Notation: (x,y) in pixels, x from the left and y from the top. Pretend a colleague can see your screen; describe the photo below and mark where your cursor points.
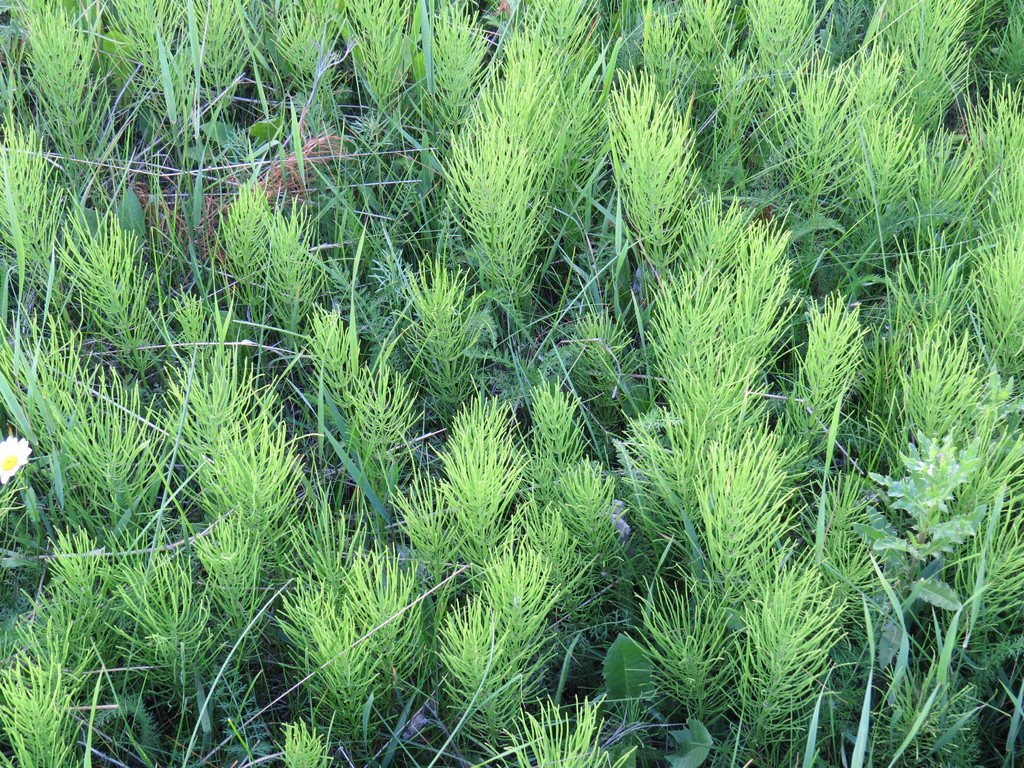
In this picture we can see plants (496,536), grass (23,312) and flower (2,478).
